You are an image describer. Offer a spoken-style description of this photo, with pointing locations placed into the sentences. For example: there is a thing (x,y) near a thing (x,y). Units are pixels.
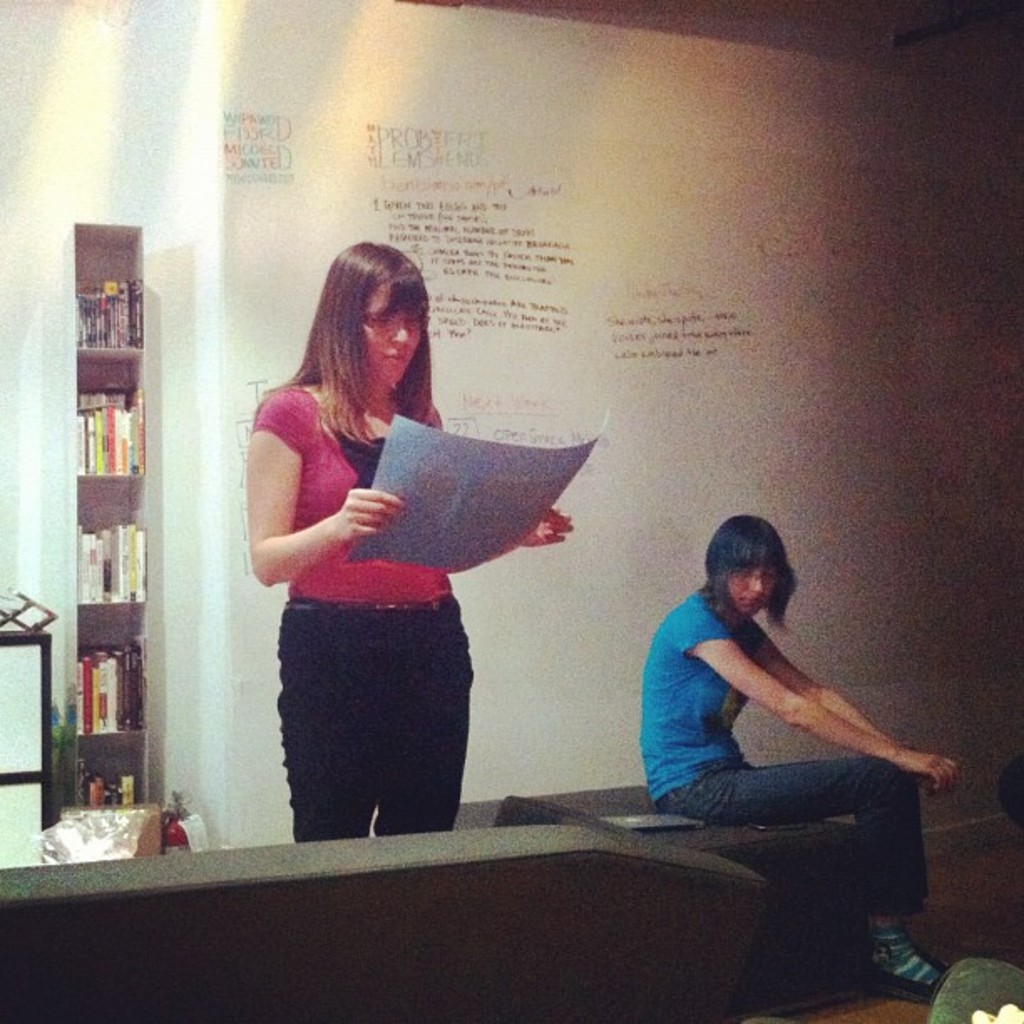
In this picture we can see two women (461,740), one woman (392,590) is holding paper (465,547), another woman (679,732) is sitting on a couch (824,843), behind we can see bookshelves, we can see board (616,305) to the wall (562,355).
